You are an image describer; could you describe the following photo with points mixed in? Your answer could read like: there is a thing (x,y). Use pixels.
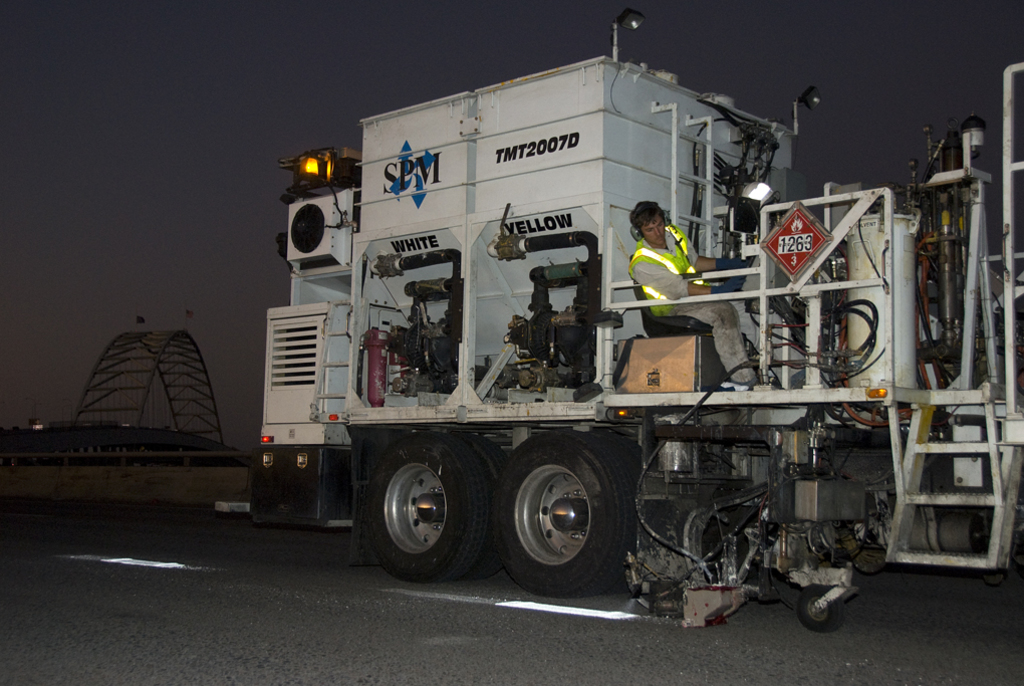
In the foreground of this image (527,462), there is a vehicle (753,583) moving on the road (404,642) and a man (684,245) sitting on the chair (689,328) and operating it. In the background (148,438), on the left (107,406), it seems like a bridge (167,387) and two flags (140,321) on it. On the top (253,67), there is the dark sky (248,77).
